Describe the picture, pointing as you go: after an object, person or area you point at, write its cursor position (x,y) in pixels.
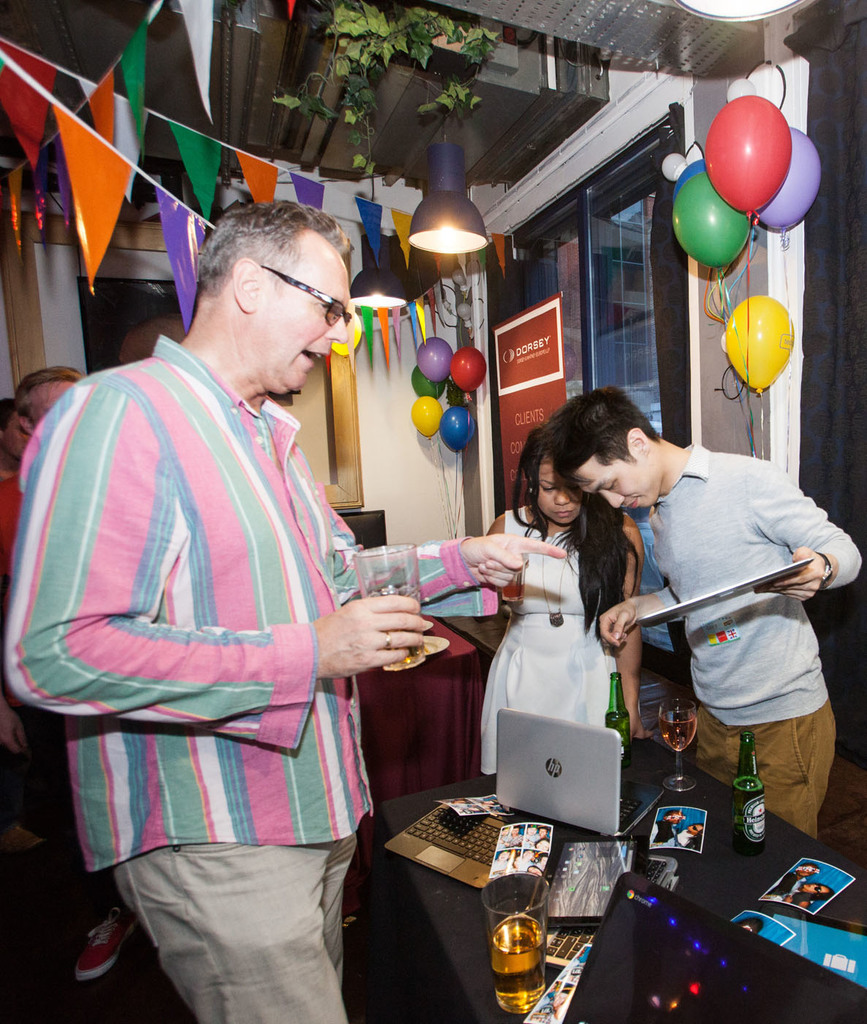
The picture is taken in a room (853,85). In the foreground of the picture (500,699) there are people (570,678), laptops (522,749), glasses (495,936), photographs (766,930) and other objects (829,928). At the top (441,167) there are balloons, ribbons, plants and lights (441,236). In the background (488,351) there are posters (501,346), door (640,300), window (560,252), balloons (431,424) and wall (417,449).
